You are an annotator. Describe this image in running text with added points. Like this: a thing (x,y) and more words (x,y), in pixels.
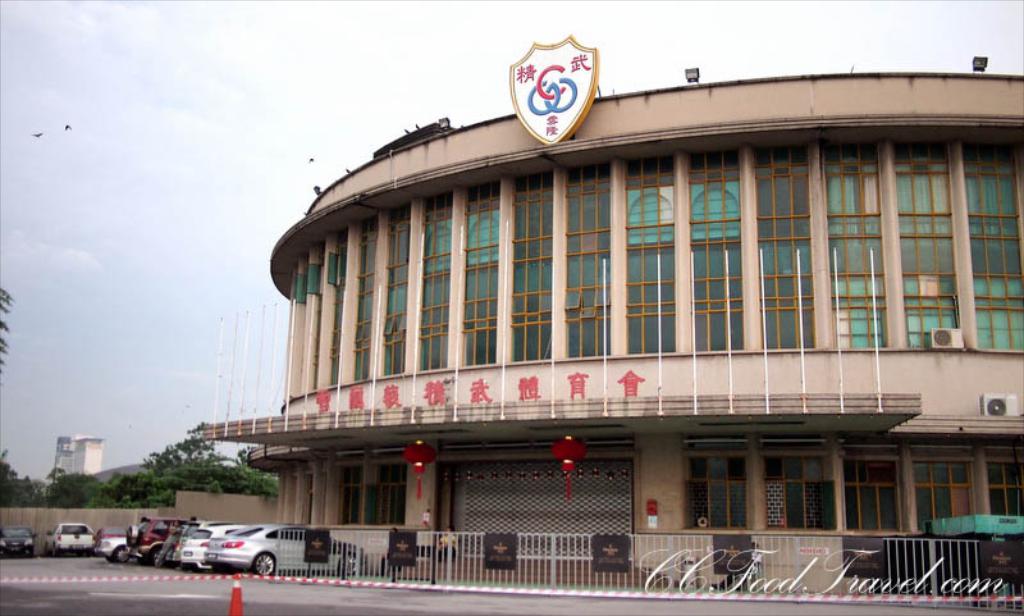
At the bottom (235,615) we can see a divider (241,603) on the road (195,592) and there is a crime scene tape (587,595). On the left (287,534) we can see vehicles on the road (115,595), wall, trees (146,485), mountain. There is a building (378,257), glass doors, windows (526,298), poles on the roof (630,431), lights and a badge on the wall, AC's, hoardings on the fence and clouds (107,465) in the sky (267,190).
